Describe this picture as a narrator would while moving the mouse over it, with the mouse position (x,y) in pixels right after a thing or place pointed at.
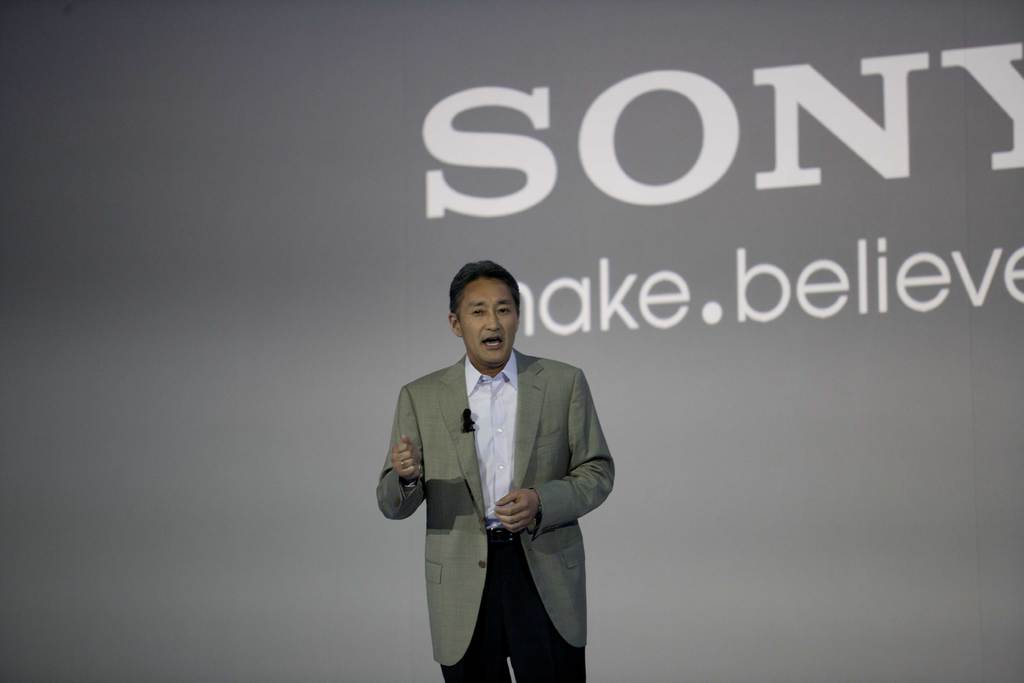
In this image we can see a person (493,496) speaking. In the back (565,206) there is a wall (732,281) with something written.
